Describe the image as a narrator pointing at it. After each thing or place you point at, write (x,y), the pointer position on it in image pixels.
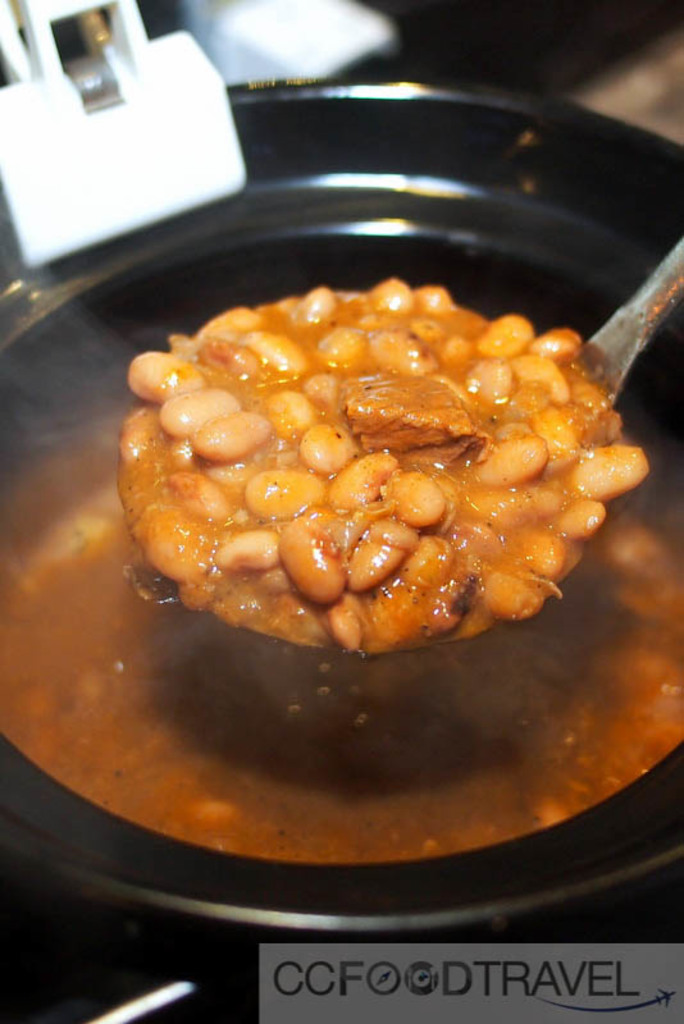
In this image there is a bowl (272,244) full of soup (319,809) and spoon (286,591) with some food (328,493).
